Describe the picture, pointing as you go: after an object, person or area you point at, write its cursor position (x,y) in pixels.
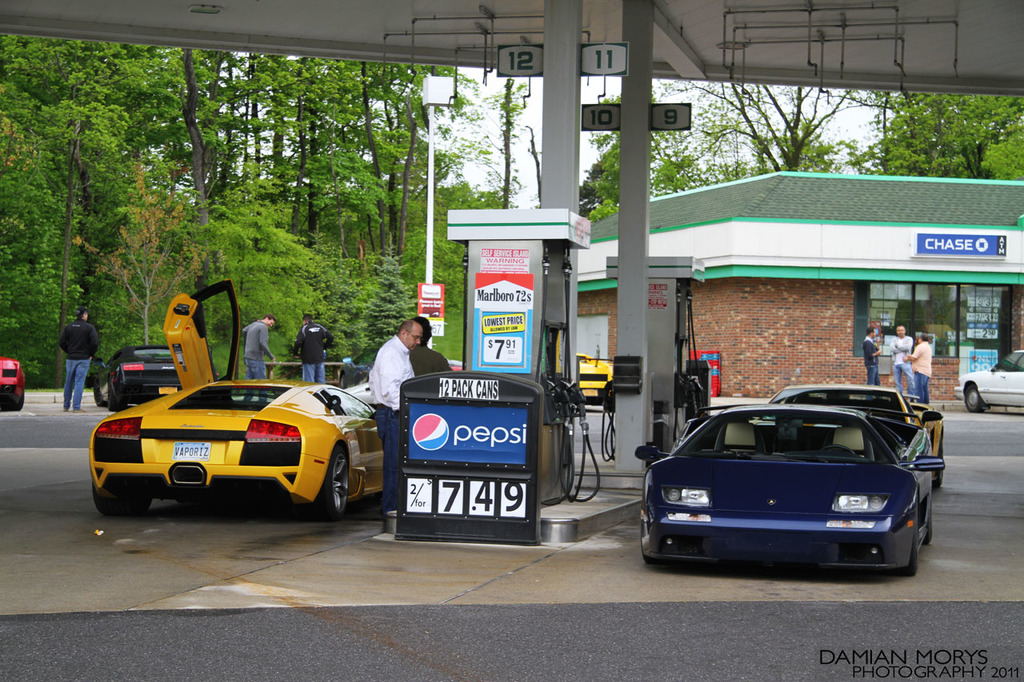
In this image I can see petrol pump (669,270) beside the pump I can see vehicles (234,415) and persons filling pipes (613,422), on the right side (844,343) I can see the house (862,229) visible on the right side (998,330), in front of the house (885,339) I can see persons (902,370) and vehicles (991,377) at the top (236,157) I can see trees (31,151) and I can see persons (301,336) and pole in the middle (620,296).
